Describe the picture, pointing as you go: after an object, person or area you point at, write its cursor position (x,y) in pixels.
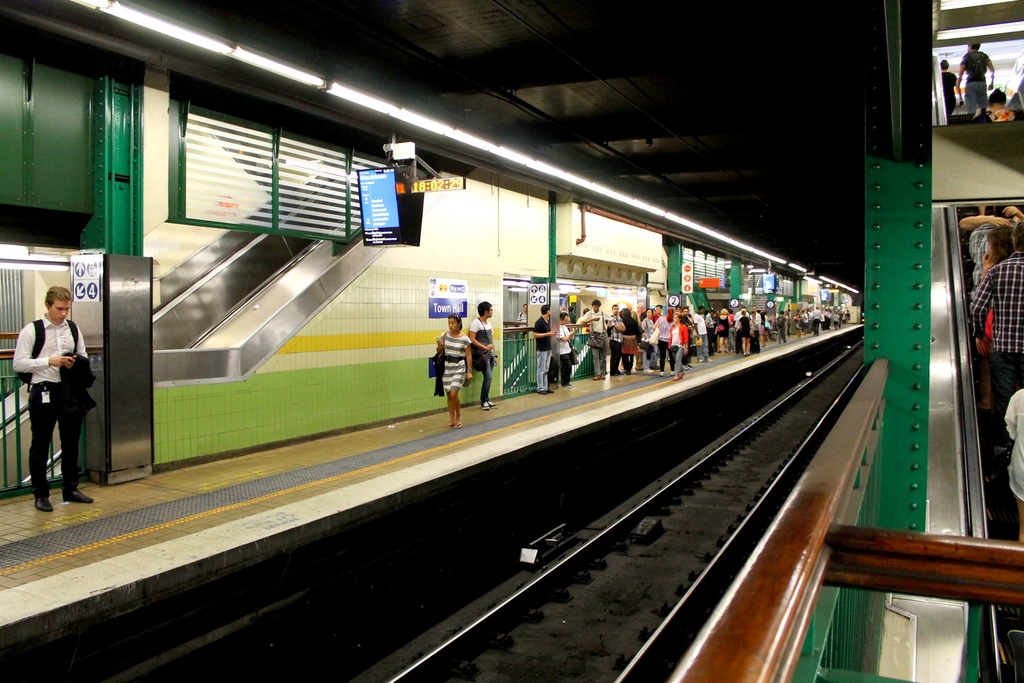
In this image we can see a railway track (679,570), there is the platform (477,420), there are the persons (624,355) standing, there is the escalator (293,333), at above there are the lights (644,208).
